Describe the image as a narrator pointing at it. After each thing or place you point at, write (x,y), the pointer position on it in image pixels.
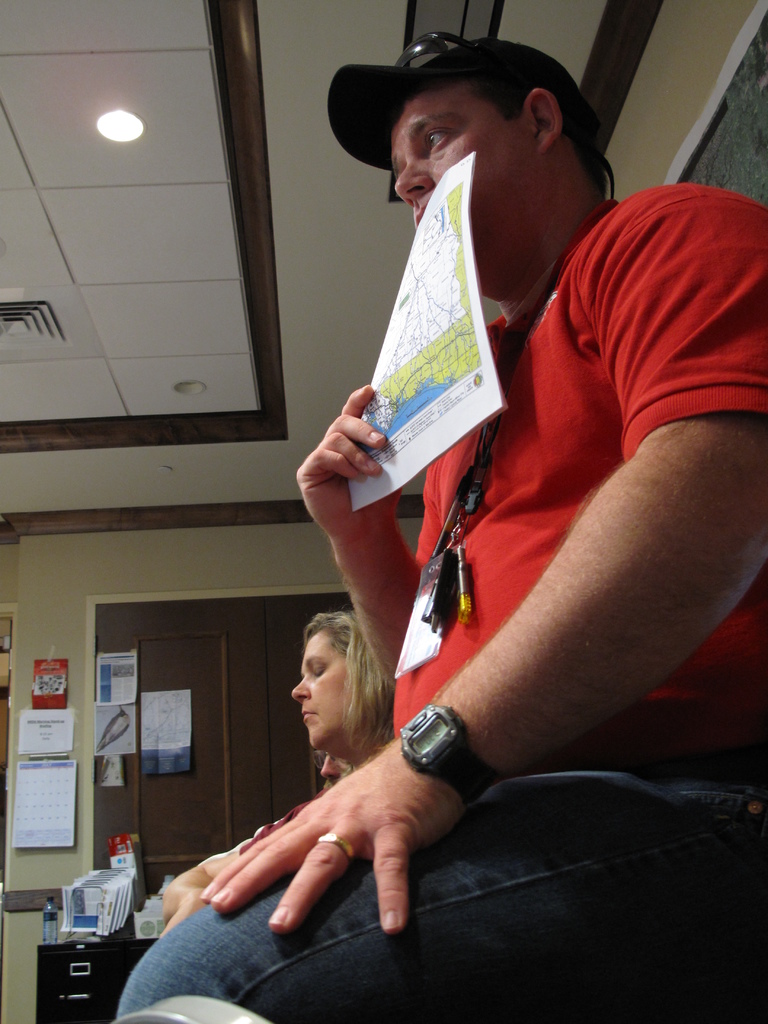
The man (495,268) in front of the picture is sitting on the chair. He is holding a map (470,393) in his hand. Beside him, we see a woman (336,704) is also sitting on the chair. In the background (54,952), we see a table (104,964) on which books (103,916) are placed. Behind that, we see a door (193,743) and a wall (62,864) on which posters (48,698) and a calendar (43,781) are placed. At the top of the picture (246,115), we see the ceiling (266,216) of the room (260,163).
